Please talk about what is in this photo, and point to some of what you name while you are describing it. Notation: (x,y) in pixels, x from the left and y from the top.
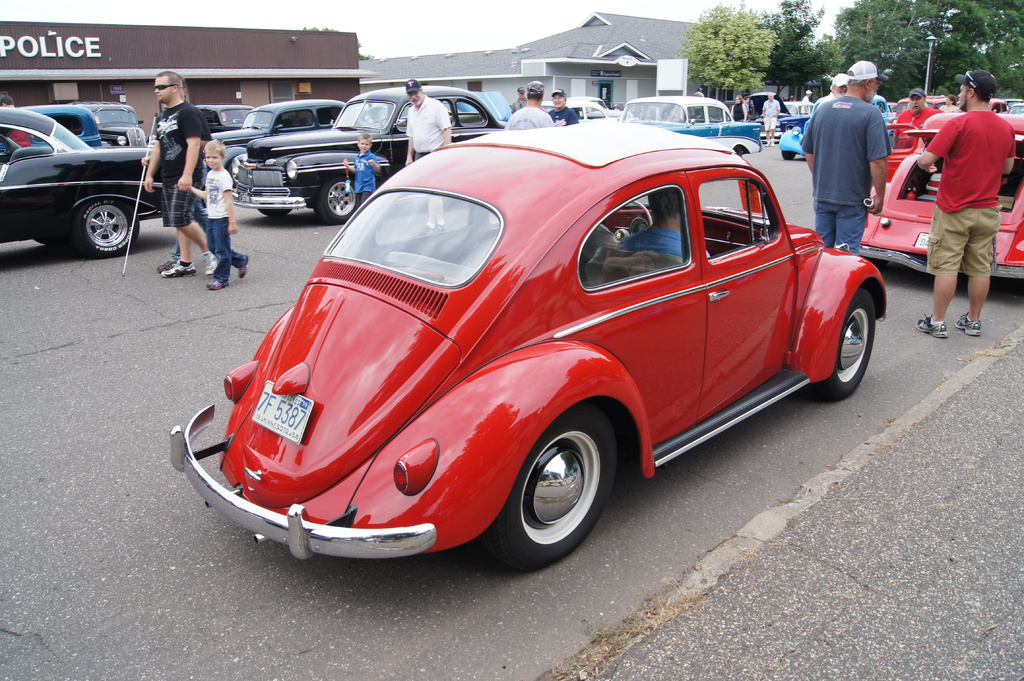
In this image I can see many vehicles (374,217) are on the road (252,602). These vehicles (550,251) are colorful and I can see few people (818,126) standing in-front of the vehicles (263,203). These people (223,232) are wearing the different color dresses (864,120) and few people (536,86) are wearing the caps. In the back (378,81) there are few buildings (471,64), trees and the sky (385,15).
